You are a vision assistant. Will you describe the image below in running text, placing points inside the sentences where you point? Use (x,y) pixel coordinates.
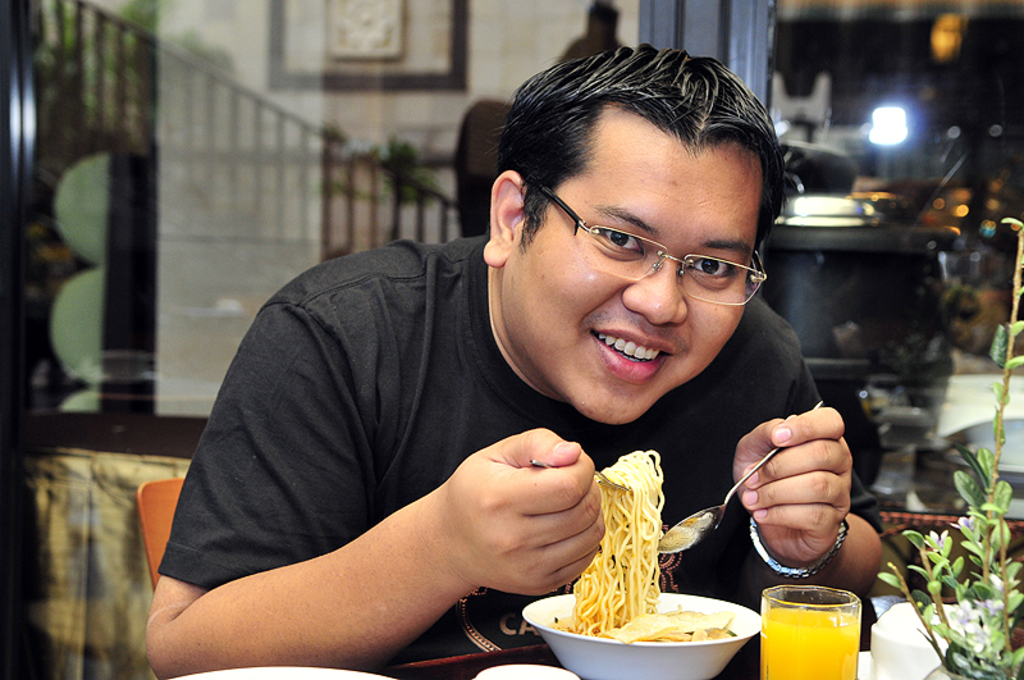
This image is taken indoors. In the background (356,177) there is a wall (469,76) with a picture frame (359,50) and there is a railing (370,168). On the right side of the image (944,229) there are a few things (889,211) and there are a few lights (893,136). There is a plant (978,589). At the bottom of the image (733,663) there is a table (743,665) with a glass of juice (822,653), a cup (914,622), a plate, a plant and a bowl (666,601) with noodles (600,608) on it. In the middle of the image (535,300) a man (431,397) is sitting on the chair (172,479) and he is holding a spoon (714,506) and a fork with noodles (619,529) in his hands (592,492).
